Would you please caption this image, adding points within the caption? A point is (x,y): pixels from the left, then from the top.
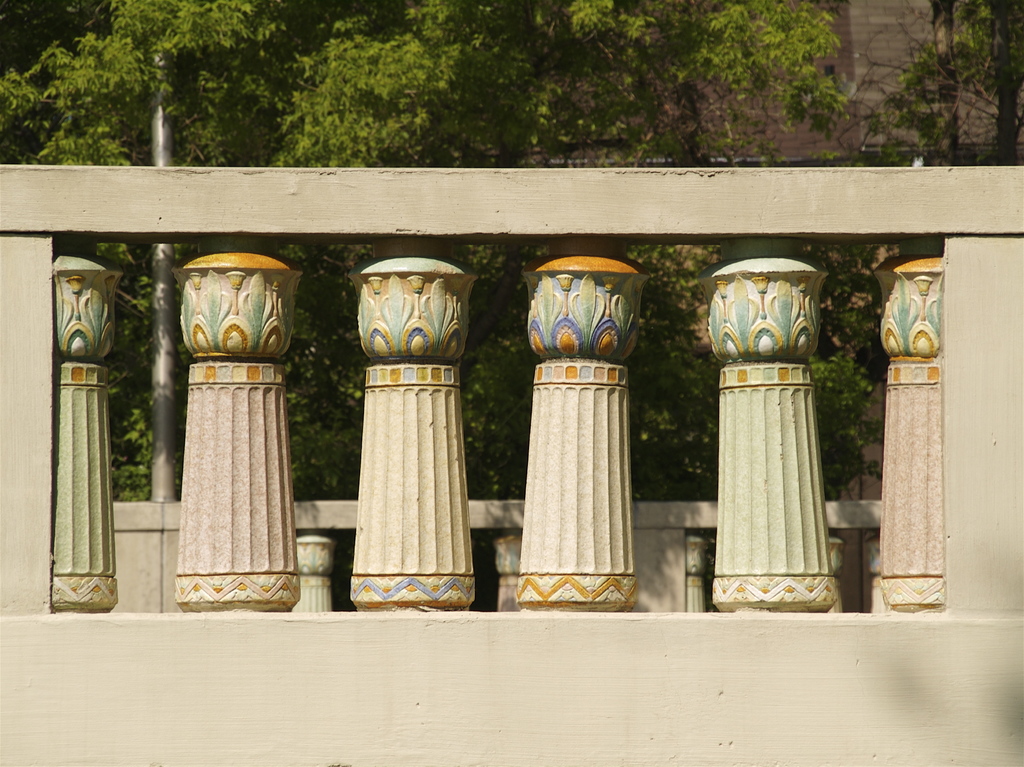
In this image we can see a wall (441,757) with pillars (277,331) and there is a design (628,334) on pillars (404,418) and in the background (355,139), we can see some trees (690,257) and there is a building (912,120) and a pole (163,329).
